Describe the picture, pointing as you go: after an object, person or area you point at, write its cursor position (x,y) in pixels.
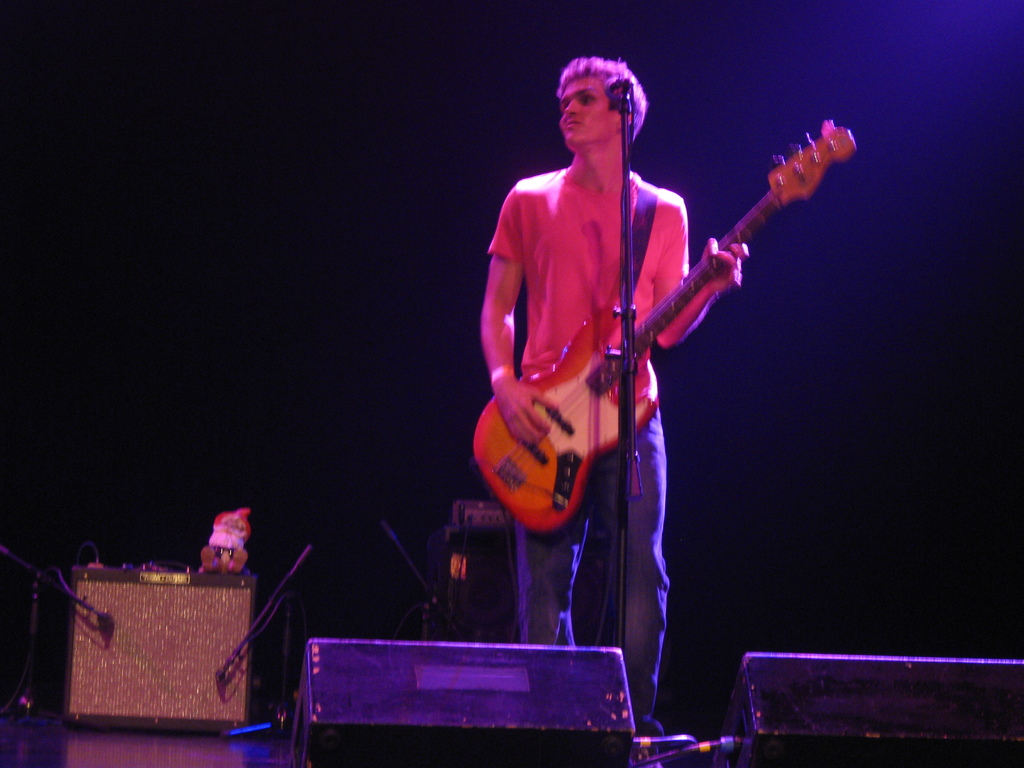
In the middle of the image (570,264), there is a person (583,81) standing and holding a guitar (584,422) in front of the mike (623,185). At the bottom (495,647), there are two speakers (916,716) kept. In the left (230,515) there is an amplifier (245,627) on which toy (220,563) is kept. The background (385,215) is dark in color. On the top (863,52) a light (1010,57) is visible. This picture is taken inside a stage (454,431).
